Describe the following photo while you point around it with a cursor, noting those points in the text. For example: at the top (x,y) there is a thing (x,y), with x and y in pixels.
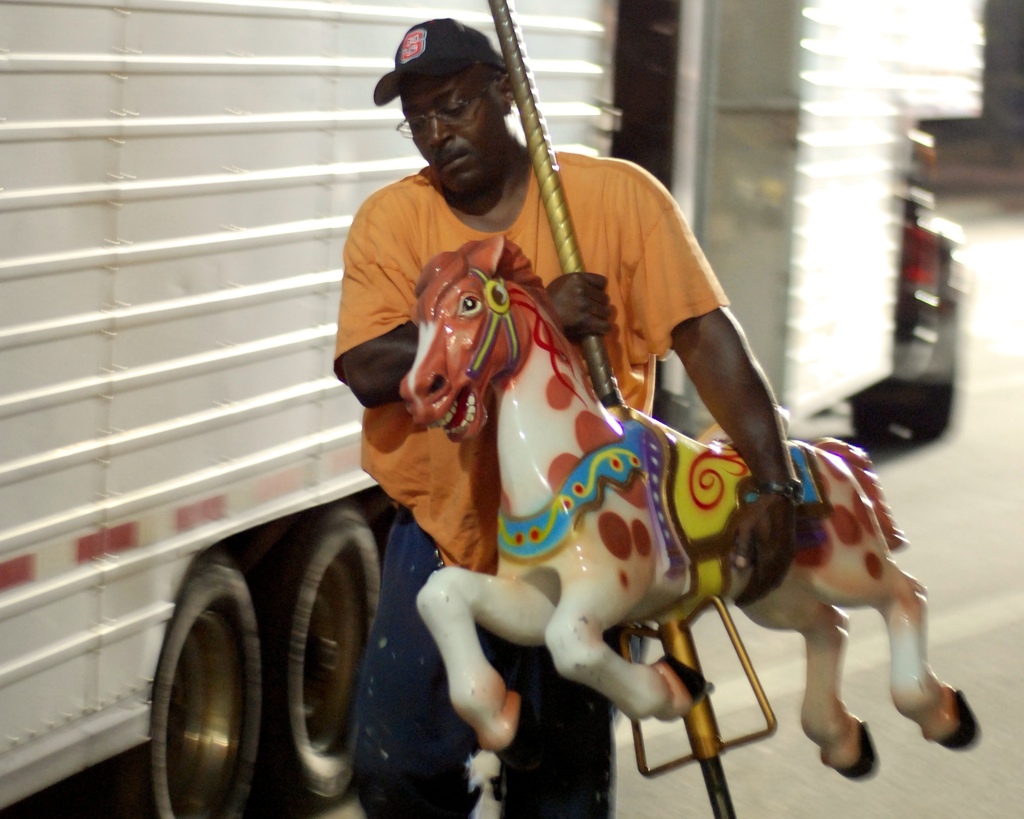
In this picture we can see man (691,264) holding toy horse (601,408) with his hand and walking and in background (235,110) we can see vehicle (590,123), door (789,146).
